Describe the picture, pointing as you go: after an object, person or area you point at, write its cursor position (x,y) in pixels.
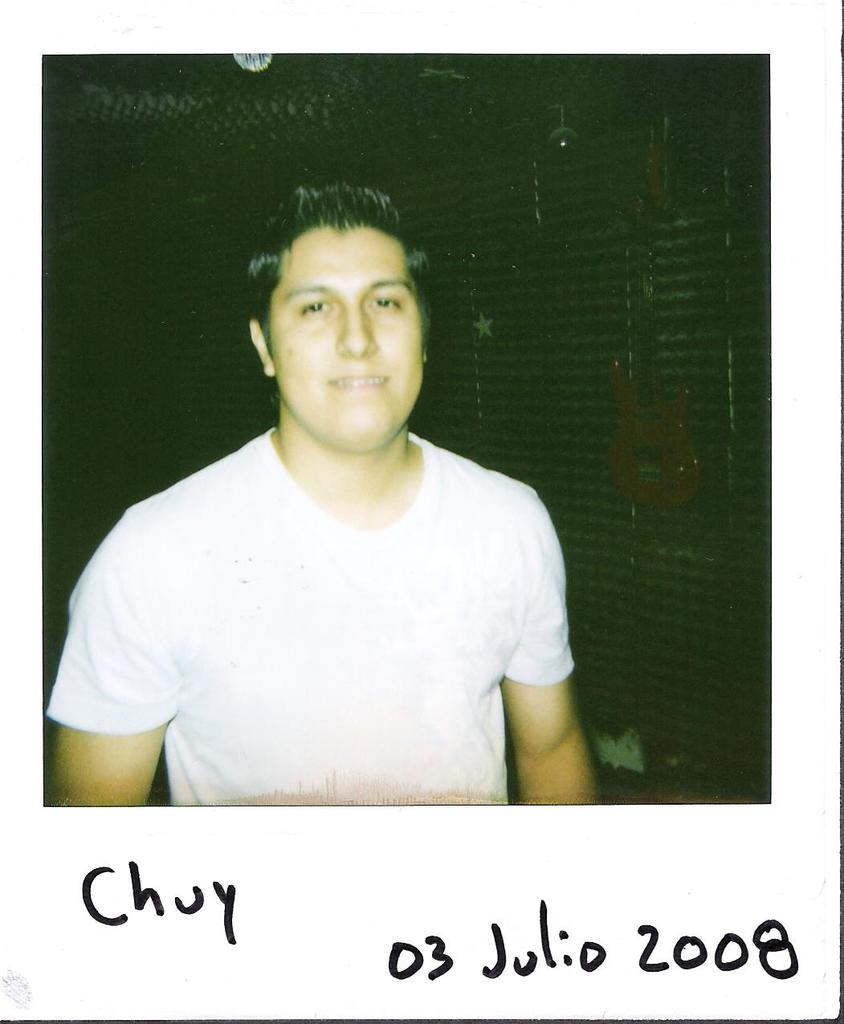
In the foreground (174,703) I can see a man (568,634). In the background (587,603) I can see a wall (589,238) and lamps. This image looks like a photo frame (18,71) and a text (222,893).
